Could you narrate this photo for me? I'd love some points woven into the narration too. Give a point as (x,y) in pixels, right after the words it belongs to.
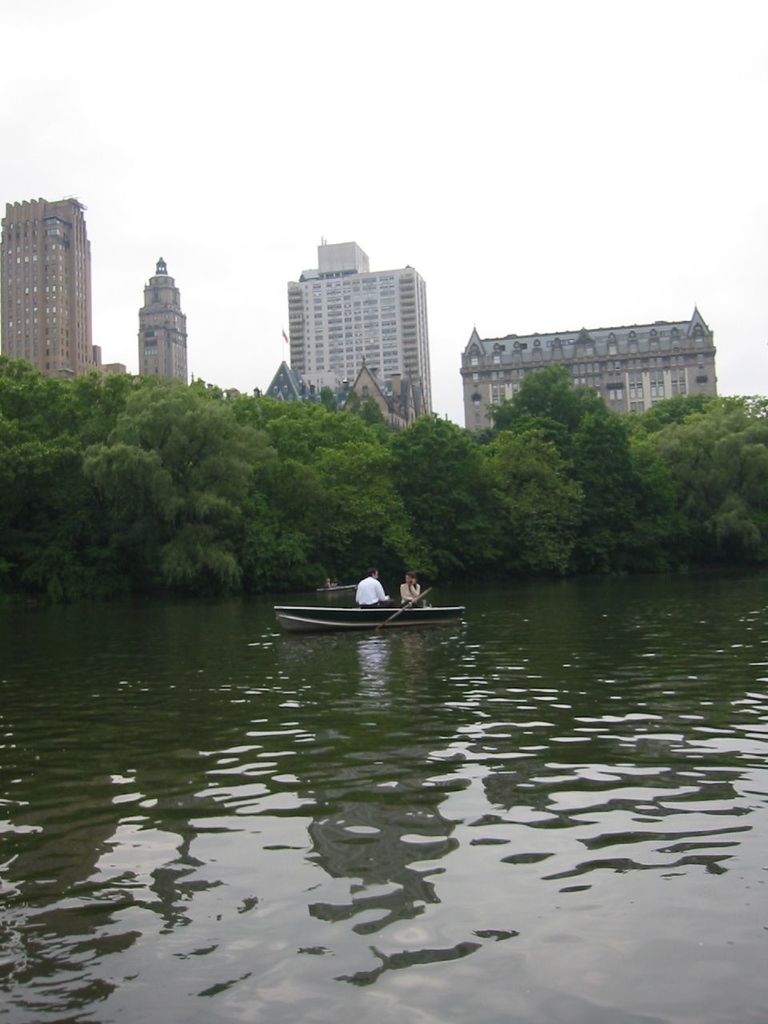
In the picture we can see a water (557,903) which is green in color and in it we can see a boat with two persons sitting on it and in the background (3,572) we can see trees (676,501), buildings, tower buildings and sky (645,256).
